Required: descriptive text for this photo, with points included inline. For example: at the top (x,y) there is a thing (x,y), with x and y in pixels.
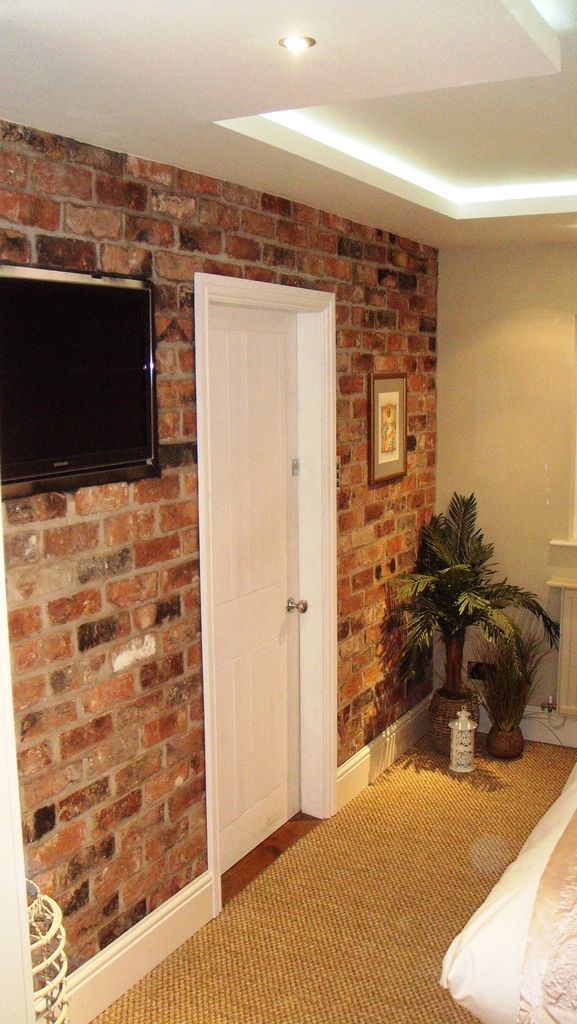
This image is clicked in a room (338,727). On the bottom of the image (519,948) there is a bed (515,908) and plants (462,611) on the surface (328,961). On the left side (14,369) there is a TV (76,466) attached to the wall (127,561), beside the TV (104,425) there is a door (264,489) and frame (377,445). At the top of the image (299,41) there is a ceiling (550,131).
